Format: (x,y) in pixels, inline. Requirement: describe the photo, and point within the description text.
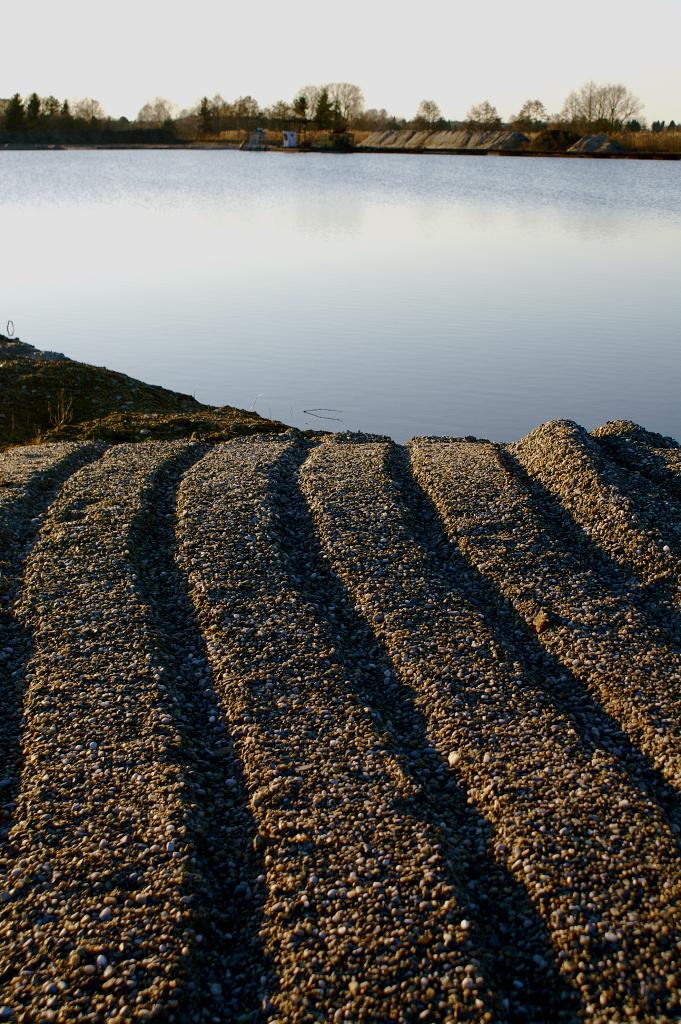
In the image we can see water (283,292), sand (241,593), trees (301,114) and a sky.
